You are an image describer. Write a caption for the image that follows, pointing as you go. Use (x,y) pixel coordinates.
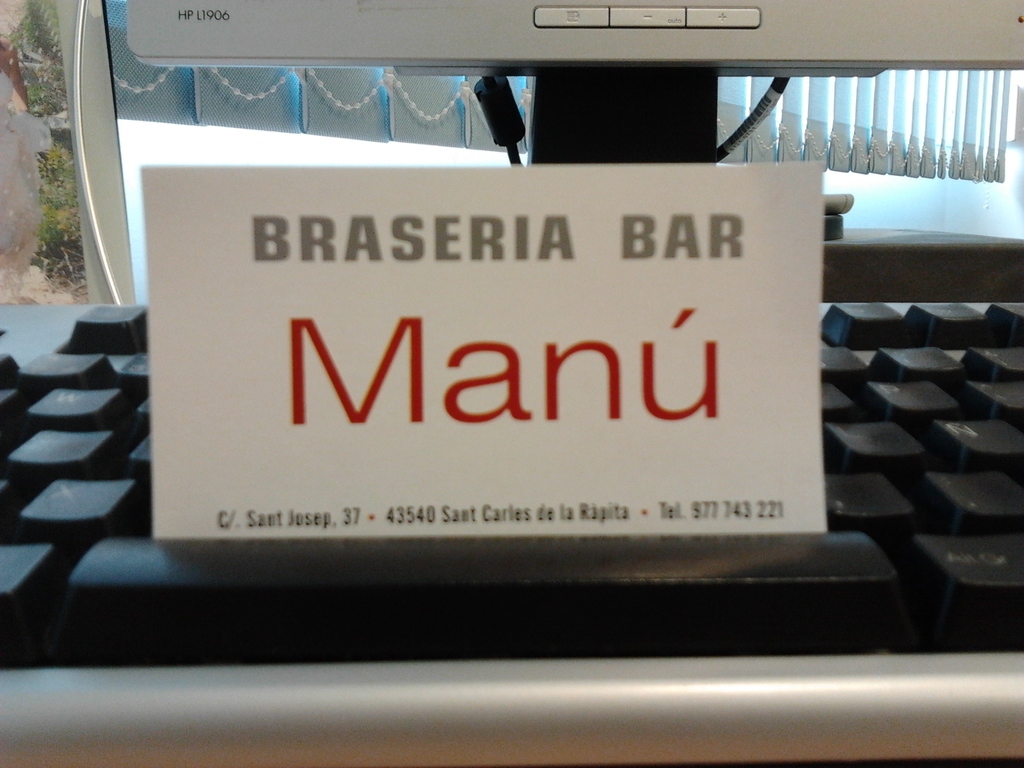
In this image we can see one computer (425,20) with keyboard (109,420), one name board (559,308) with text (460,419) on the keyboard (427,569), one wire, one glass window (851,97) with curtain (1007,107), two objects (838,233) on the table (843,237) and some plants (72,199) on the ground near to the wall (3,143).
